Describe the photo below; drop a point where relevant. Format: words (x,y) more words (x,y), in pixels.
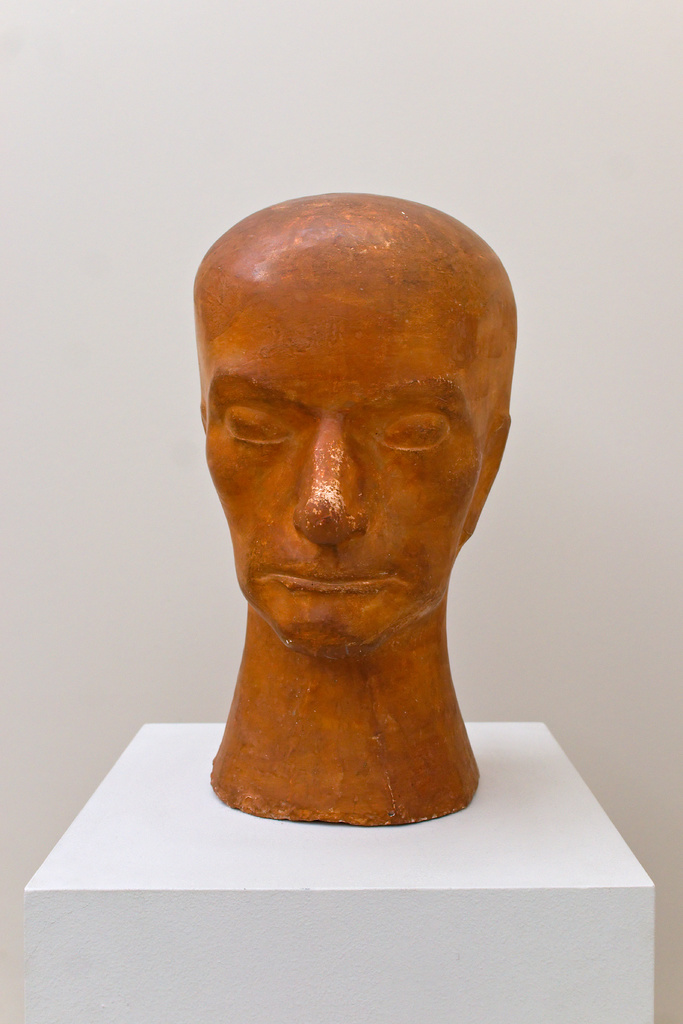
In the background (275,94) we can see the wall (354,140). In this picture we can see a sculpture (460,306) placed on a pedestal (237,913).
